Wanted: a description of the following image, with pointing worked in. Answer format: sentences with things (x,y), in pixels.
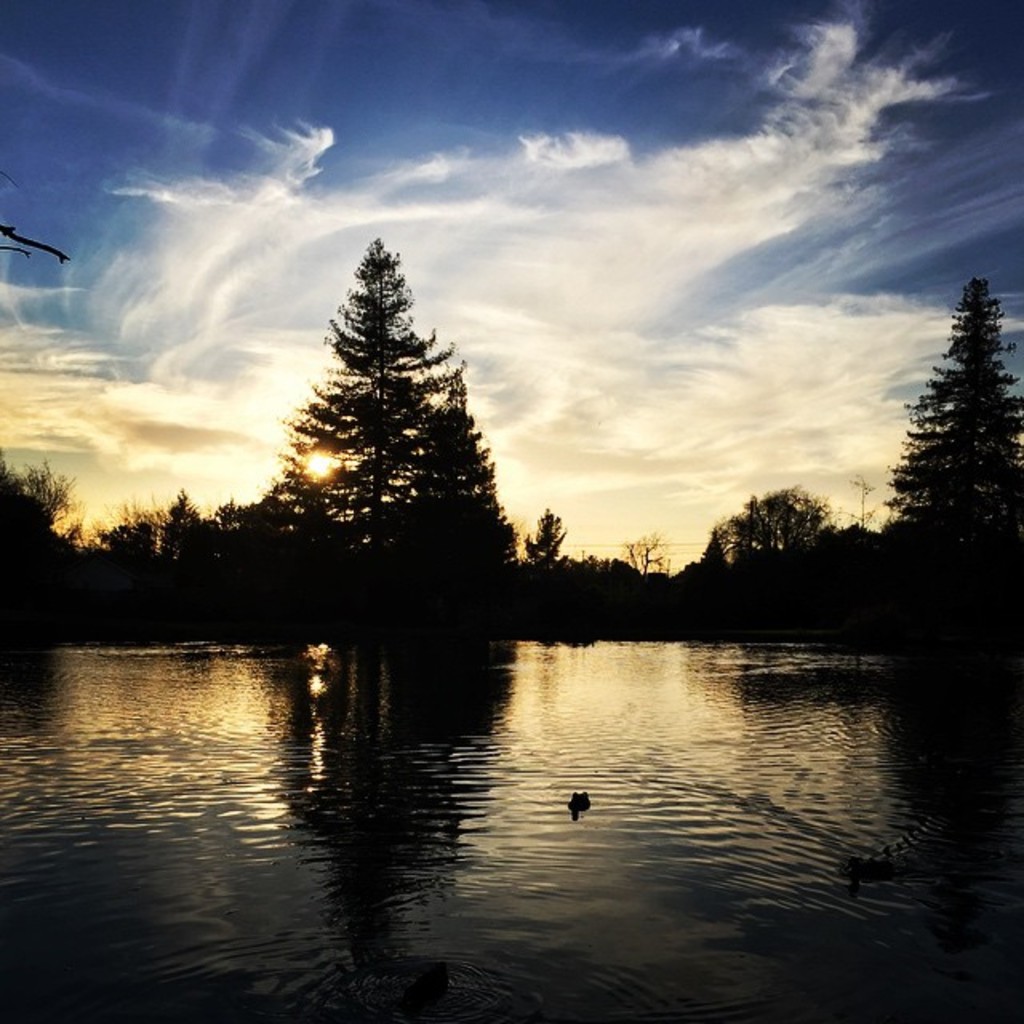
Here we can see water (452,774) and trees (477,560). In the background (599,437) there is sky (141,350).
